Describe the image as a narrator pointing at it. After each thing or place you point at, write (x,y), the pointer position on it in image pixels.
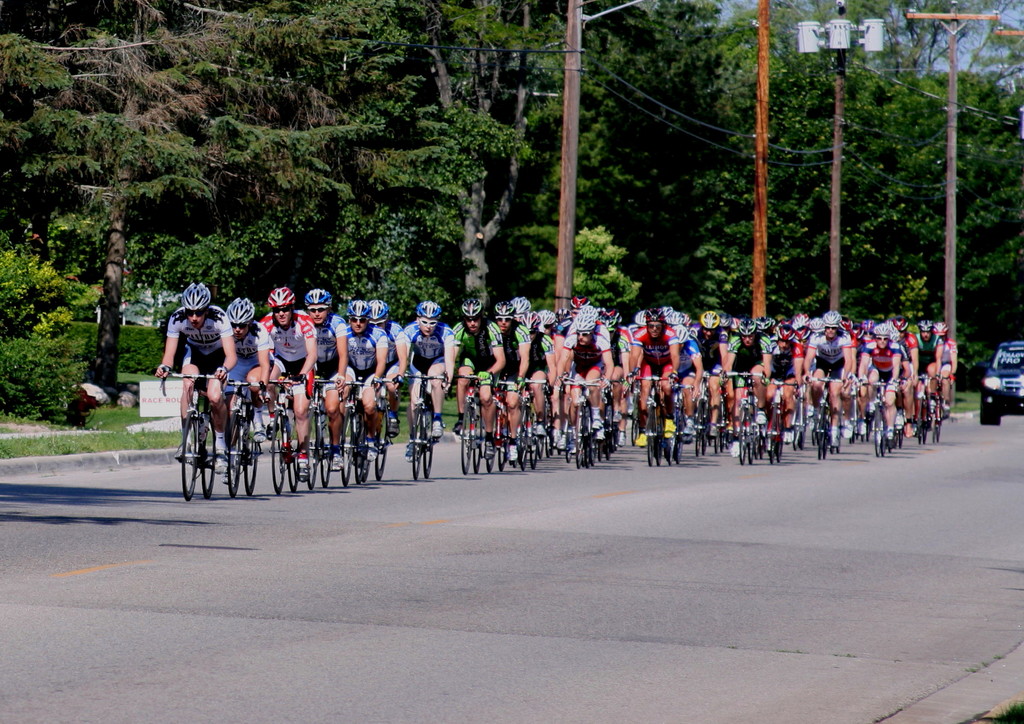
In this image few persons (488,429) are riding bicycles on the road (911,515). Right side (1002,385) there is a car (1003,399) on the road (954,520). Persons (618,399) are wearing helmets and goggles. Right side there are few poles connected with wires (943,100). Background (786,183) there are few plants (3,360) and trees (1013,134) on the grassland (138,434).
